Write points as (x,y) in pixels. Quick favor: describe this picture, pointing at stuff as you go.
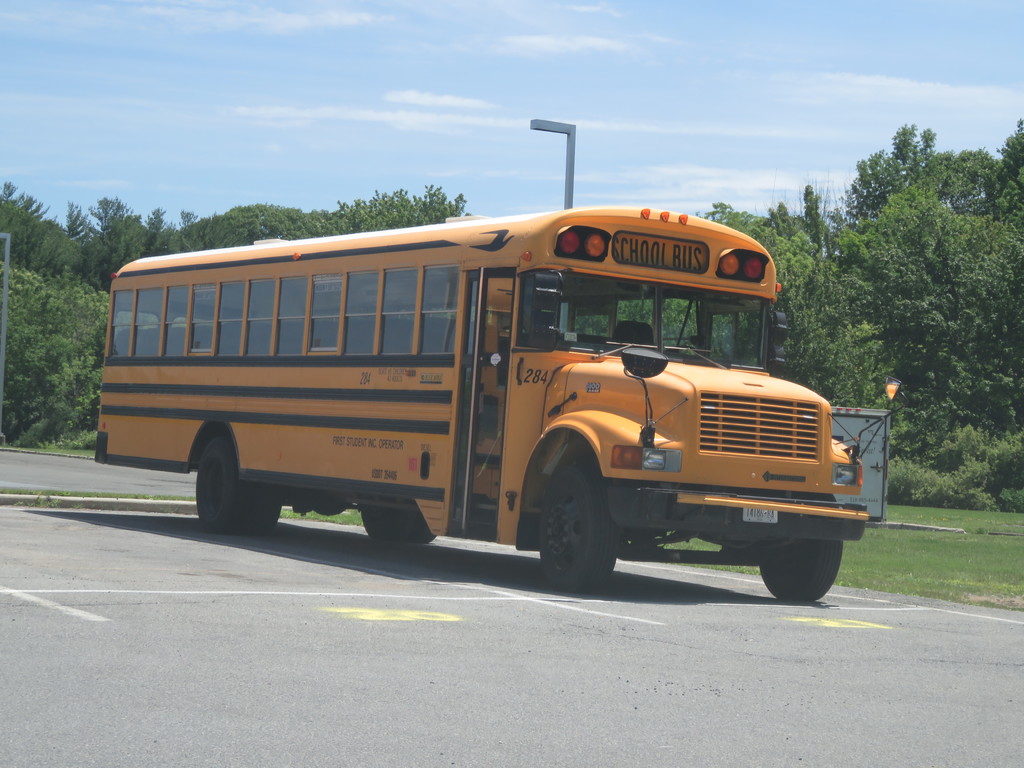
In the picture I can see vehicle (585,534) on the road (328,595), beside we can see trees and grass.
